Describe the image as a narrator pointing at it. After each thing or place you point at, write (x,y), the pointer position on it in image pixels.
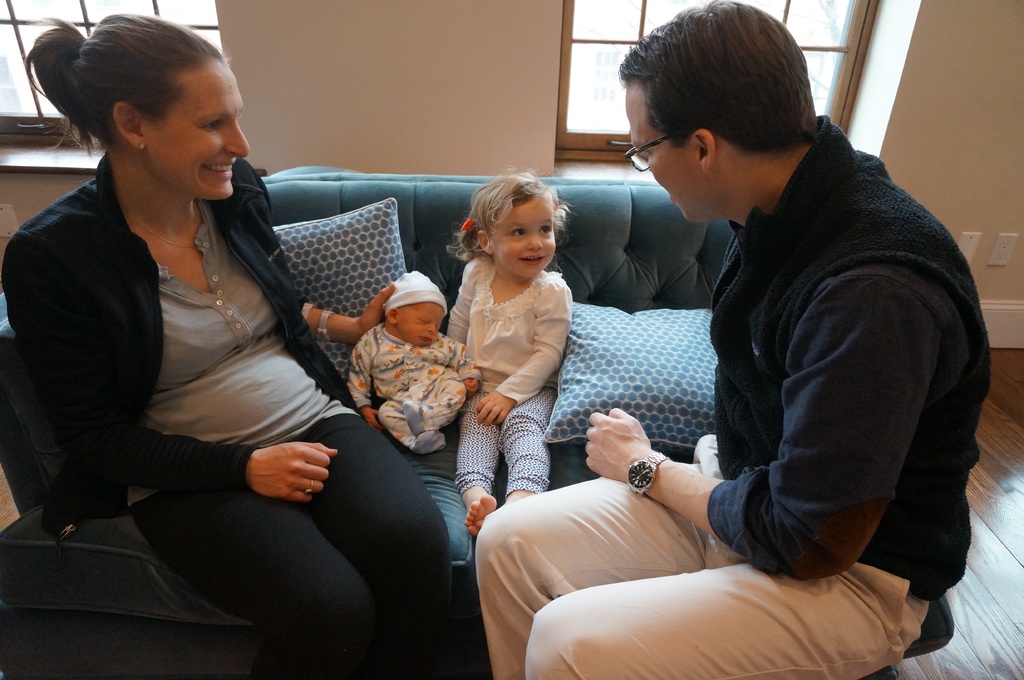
In the center of the image (549,386) we can see lady (360,500), man (701,544) and two children (475,435) sitting on the sofa (449,436). In the background (483,130) there is a wall (384,75) and we can see windows (578,50).
